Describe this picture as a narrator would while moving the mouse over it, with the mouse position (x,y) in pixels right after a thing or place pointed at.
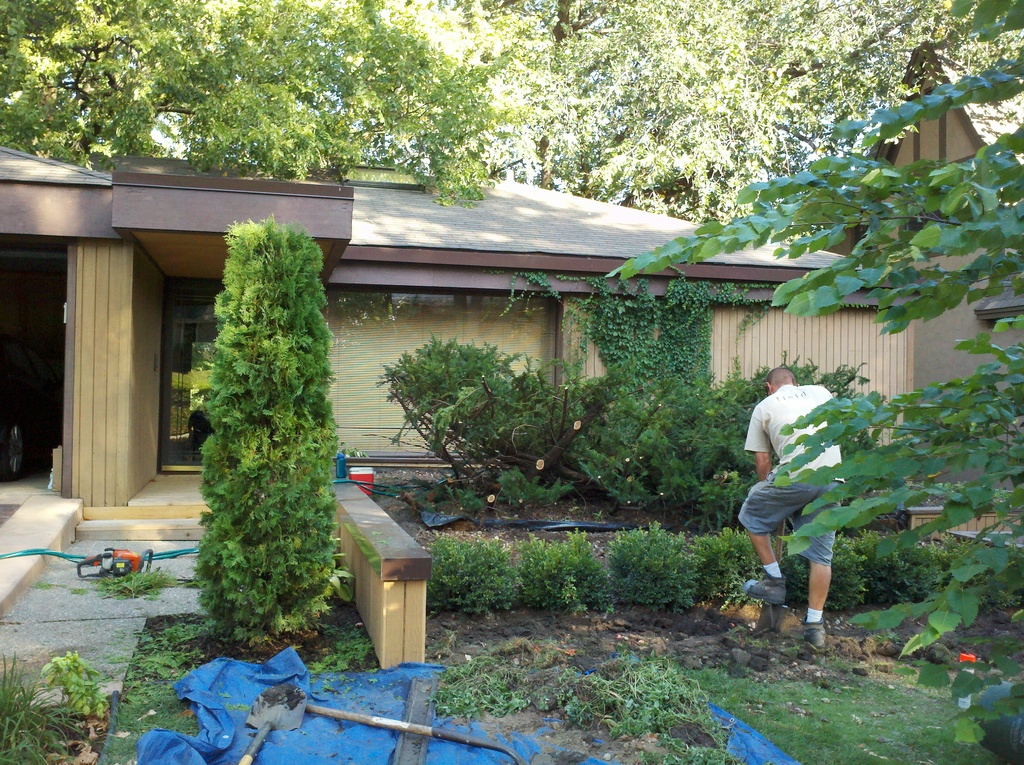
In this picture I can see plants (524,568), a person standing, there is a house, a shovel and some gardening tools (396,719) on the blue cover (340,751), there are some other items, and in the background (582,133) there are trees (660,136).
